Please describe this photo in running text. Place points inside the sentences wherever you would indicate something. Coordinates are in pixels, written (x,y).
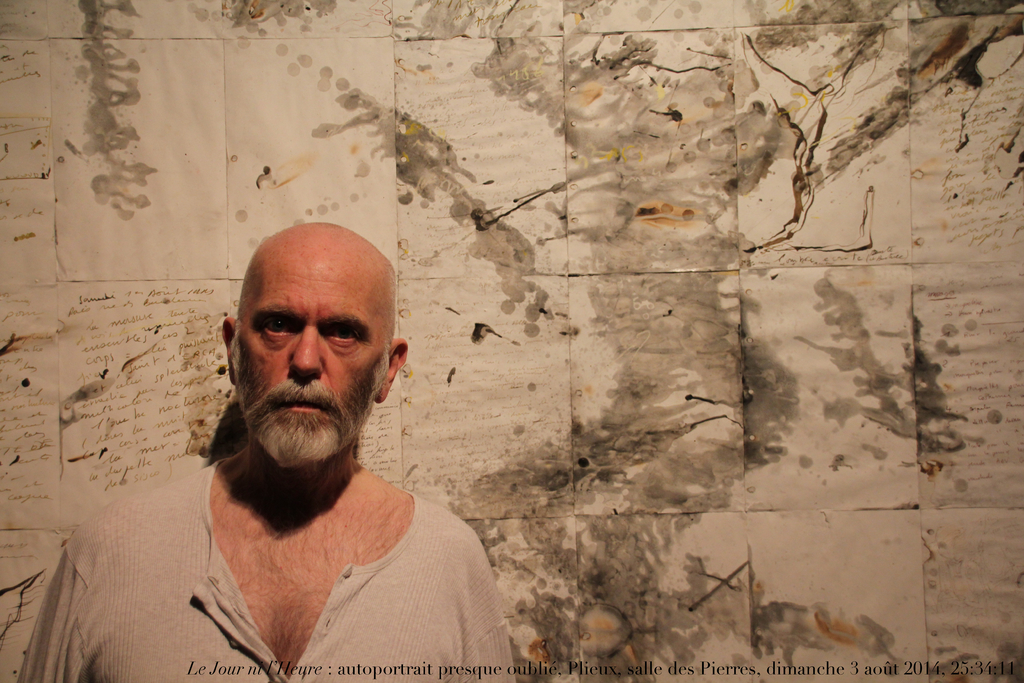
In this image I can see a person (266,465) wearing cream colored dress (176,602) and behind him I can see number of papers (152,330) are attached to the surface (600,167) which are cream, black and brown in color.
